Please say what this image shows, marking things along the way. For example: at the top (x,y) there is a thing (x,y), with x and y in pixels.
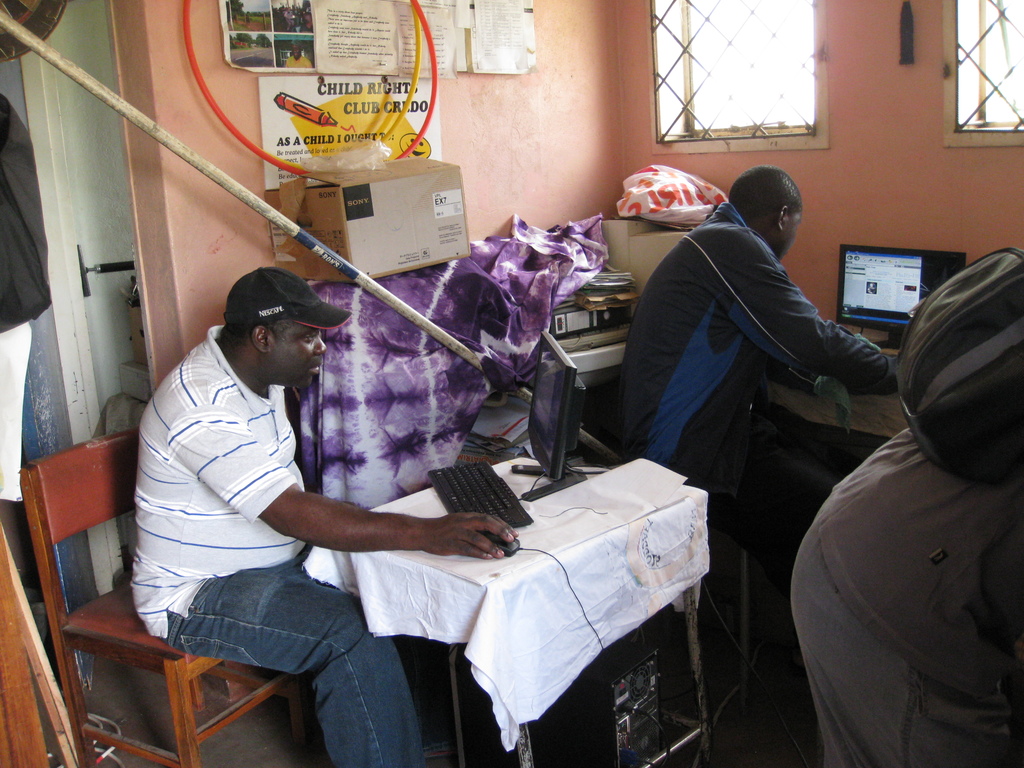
In this picture we can see two men (186,510) sitting on chair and operating mouse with their hands (463,525) and on table (568,494) we have keyboard (474,508), monitor (577,434) and beside to them we have a pole (317,253), box (404,171), cloth (444,273), files (609,287), plastic cover (640,188) and in the background (571,112) we can see wall (469,134) with posters (370,77), pipe (414,88), window (661,103), door (61,362).
